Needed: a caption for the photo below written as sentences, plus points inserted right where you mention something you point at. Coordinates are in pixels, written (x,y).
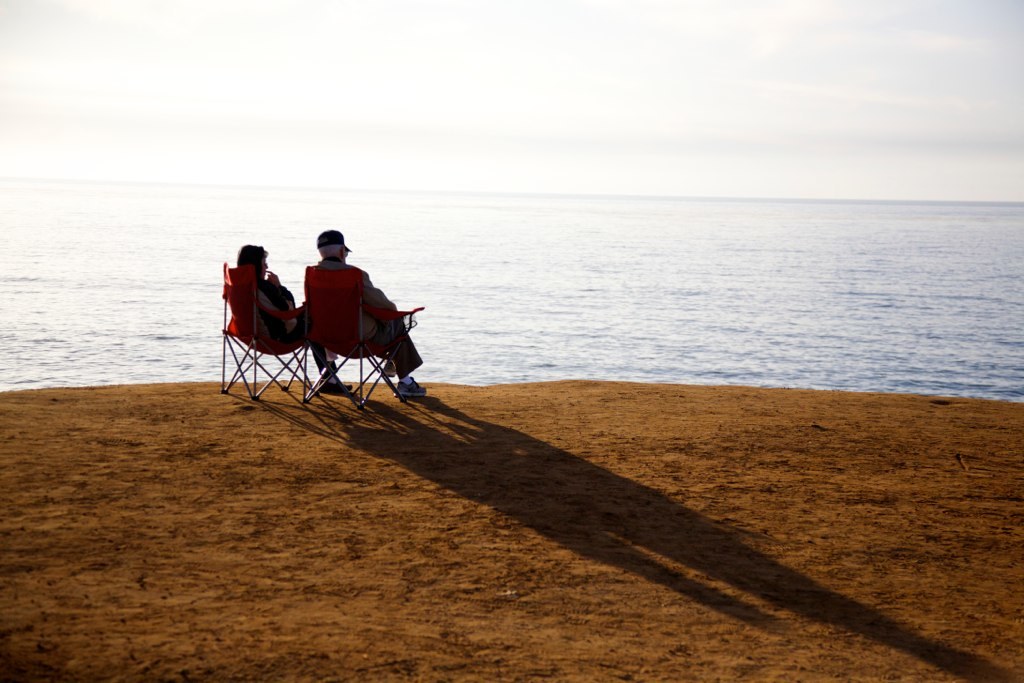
In this picture we can see two persons (283,322) sitting on chair (265,309) and in front of them there is water (542,236), sky (659,155) and this two persons (327,262) sitting on land (301,514).
